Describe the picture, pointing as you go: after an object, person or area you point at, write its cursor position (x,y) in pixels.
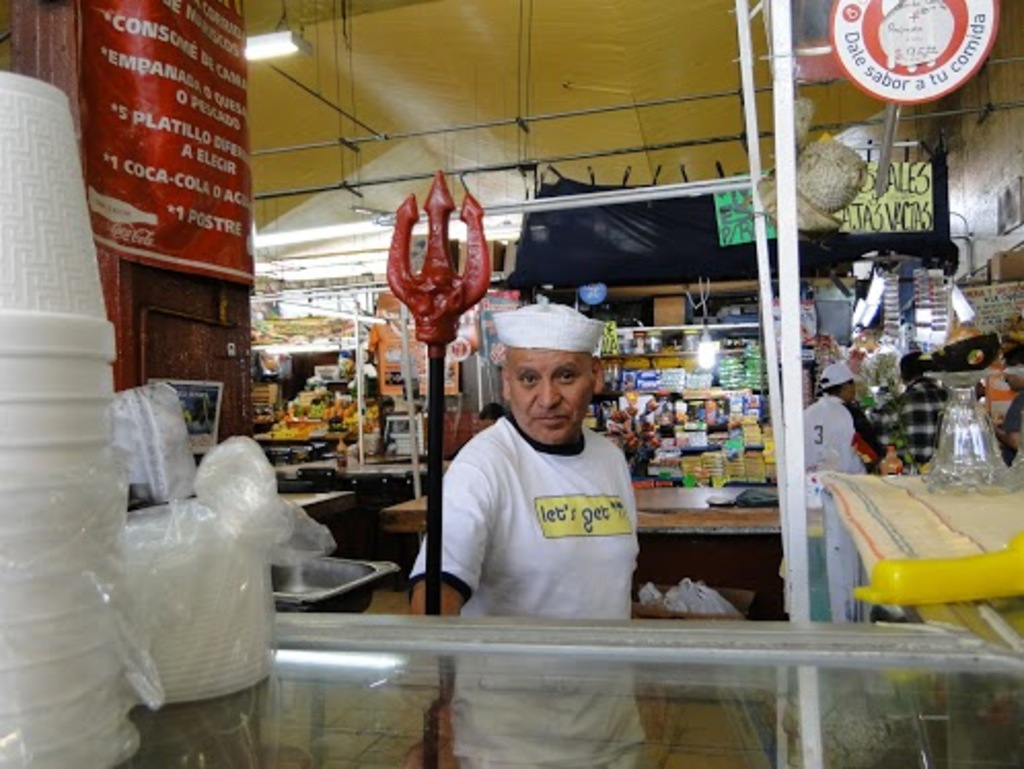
This picture is clicked in the supermarket (833,302). The man (536,497) in the middle of the picture (506,508) wearing a white shirt (494,544) is holding an iron rod (435,461) in his hand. In front of him, we see a table (280,689) on which white buckets (86,437) and plates (204,591) are placed. Beside that, we see a wash basin (362,591) and a red banner (175,169) with some text (139,28) written on it. Behind the man (606,588), we see shops (660,416) containing different items (709,405). In the right top of the picture (890,6), we see a white board (967,41) with some text (979,38) written on it. At the top of the picture (577,159), we see an iron rods (377,135) and a wall (462,115) in yellow color and we even see a black color sheet (561,252).
